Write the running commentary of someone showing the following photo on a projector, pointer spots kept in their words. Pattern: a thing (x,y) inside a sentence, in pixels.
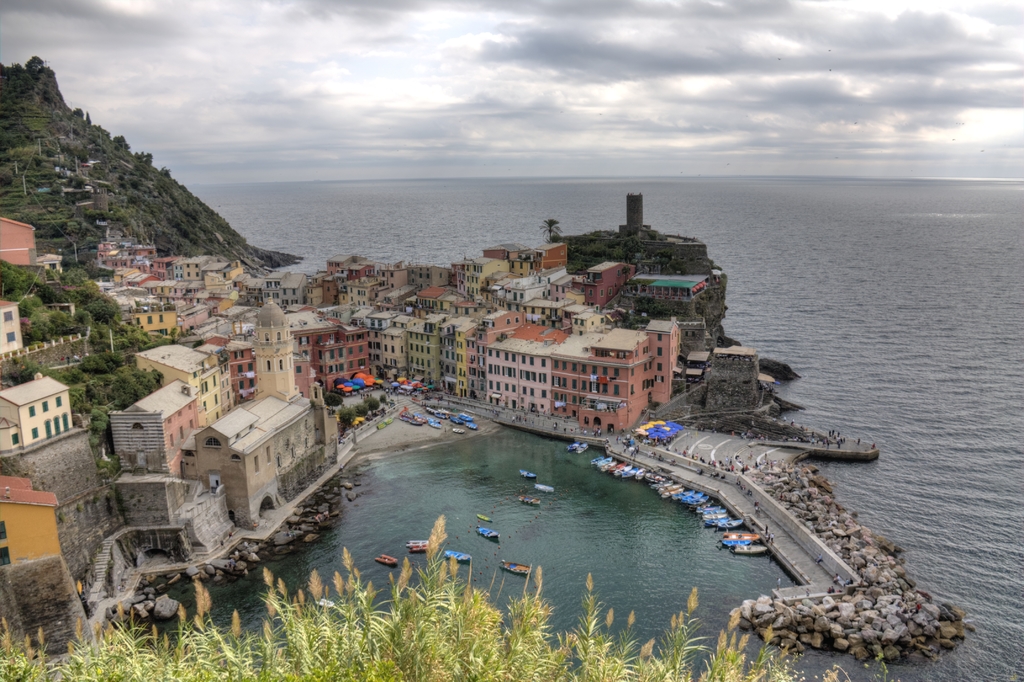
There is a city (679,317) beside the sea (968,386) and there are many buildings (155,356) and houses (432,327) and at the seashore (410,435) there are a lot of boats (706,506) and behind the city (278,348) there is a huge mountain (109,146).
